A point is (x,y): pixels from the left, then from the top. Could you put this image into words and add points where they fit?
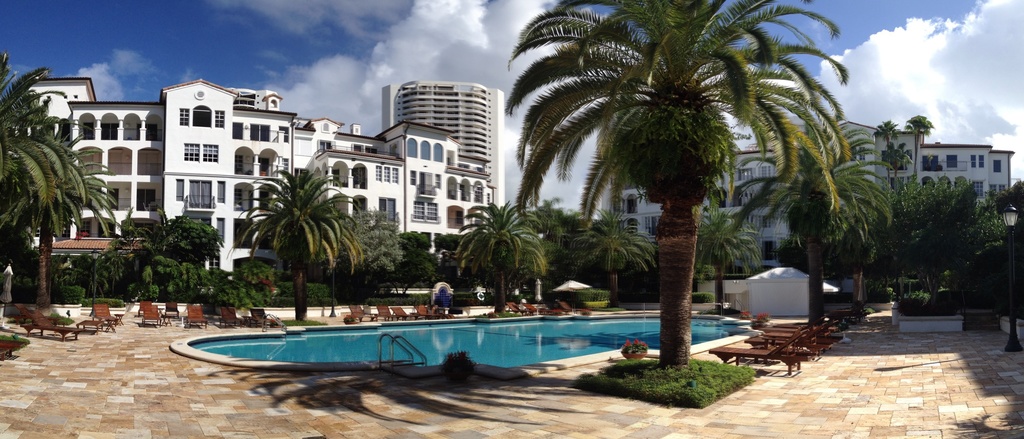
In the background of the image (424,155) there are buildings (163,134), trees (285,216). At the top of the image (252,51) there is sky (373,23), clouds (436,58). At the bottom of the image (497,391) there is floor (291,393). There are beach beds (251,313). There is swimming pool (425,335).
